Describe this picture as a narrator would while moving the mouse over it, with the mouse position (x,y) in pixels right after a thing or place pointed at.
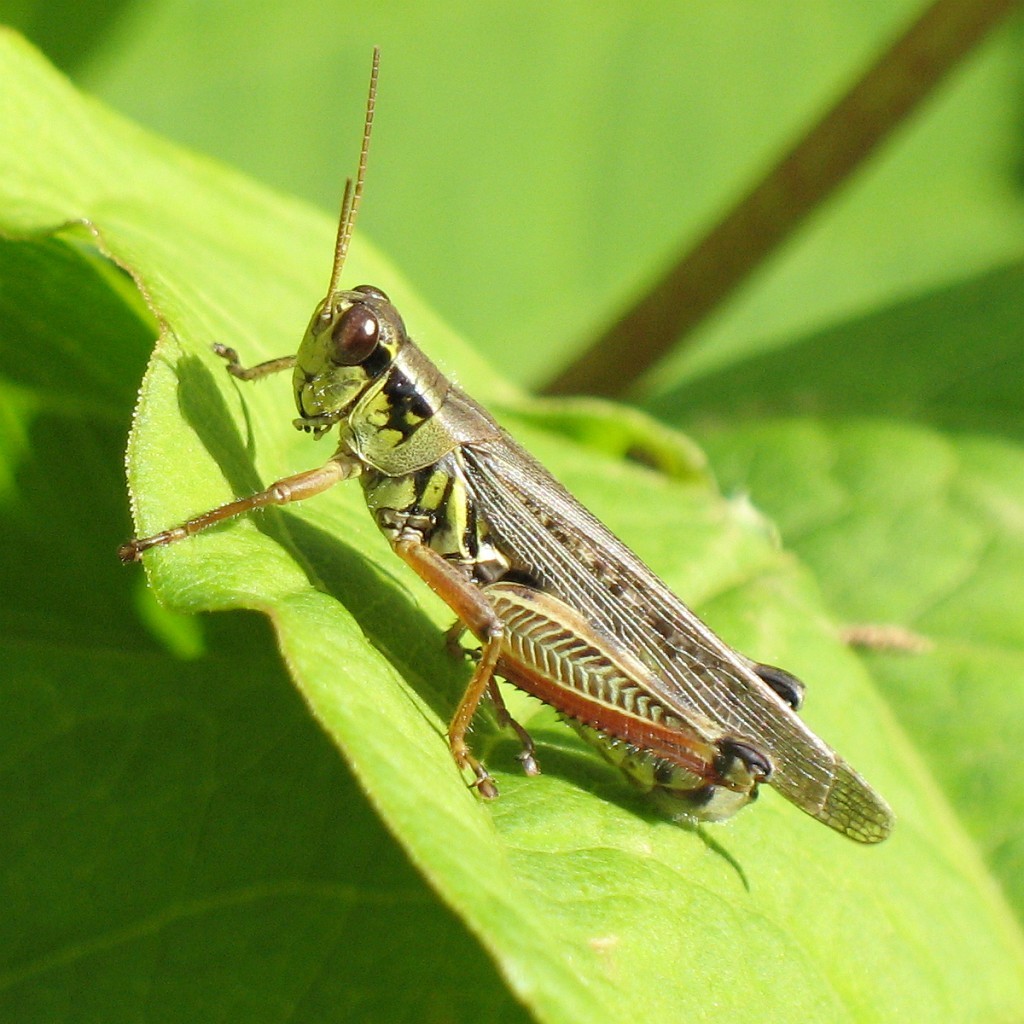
This image consists of an insect (523,517). It is on a leaf (183,343). The leaves (197,435) are in green color.
